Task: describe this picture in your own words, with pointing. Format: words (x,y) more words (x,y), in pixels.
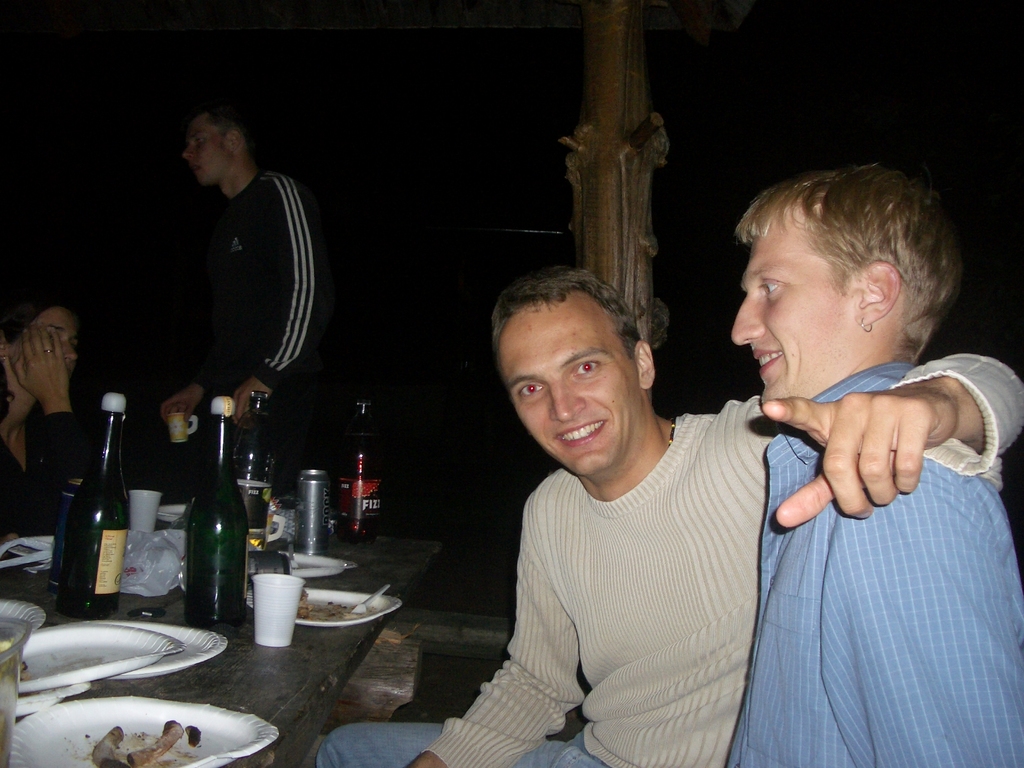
On the right (897,475) there are two men (766,577) sitting. On the left (321,634) there is a table (304,633), on the table (303,653) there are bottles (234,513), glasses (276,593), plates (136,632), cups (266,599), covers (175,560) and other objects (161,611). At the top left (249,227) there is a woman (47,344) and a man (287,252). In the center of the picture (636,261) there is a wooden log (606,169). The background (429,282) is dark.
